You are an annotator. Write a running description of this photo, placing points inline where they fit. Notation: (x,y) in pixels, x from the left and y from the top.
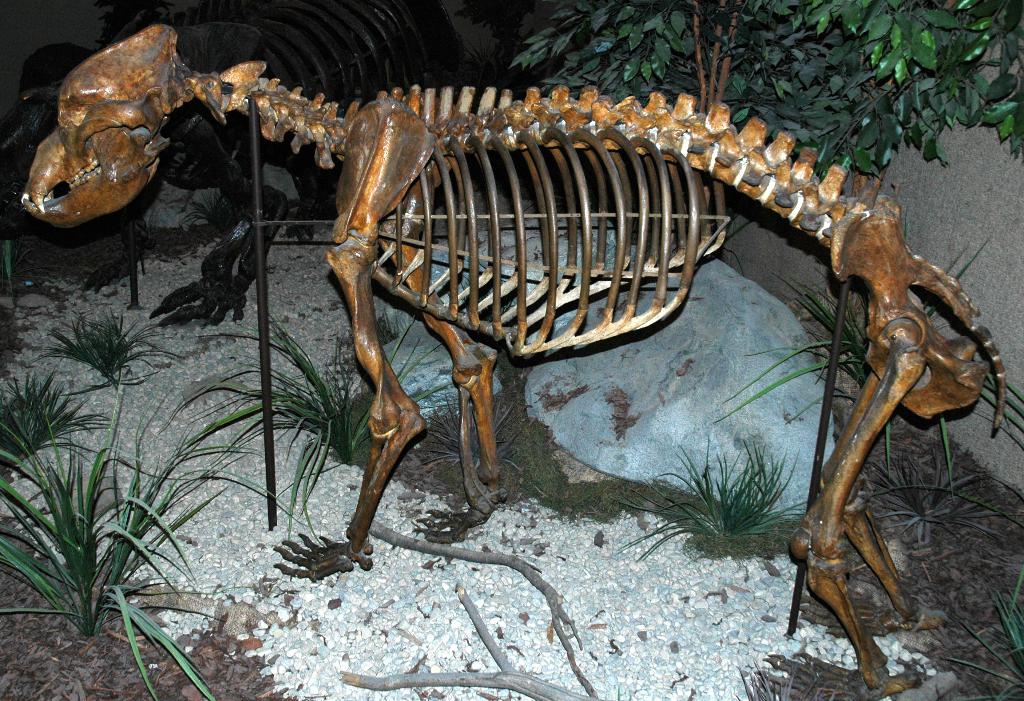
In this picture we can observe a skeleton (66,146) of an animal (451,274). There is some grass (117,459) and we can observe small stones (289,693) on the ground (159,653). In the background (701,85) there are small trees (669,69).
